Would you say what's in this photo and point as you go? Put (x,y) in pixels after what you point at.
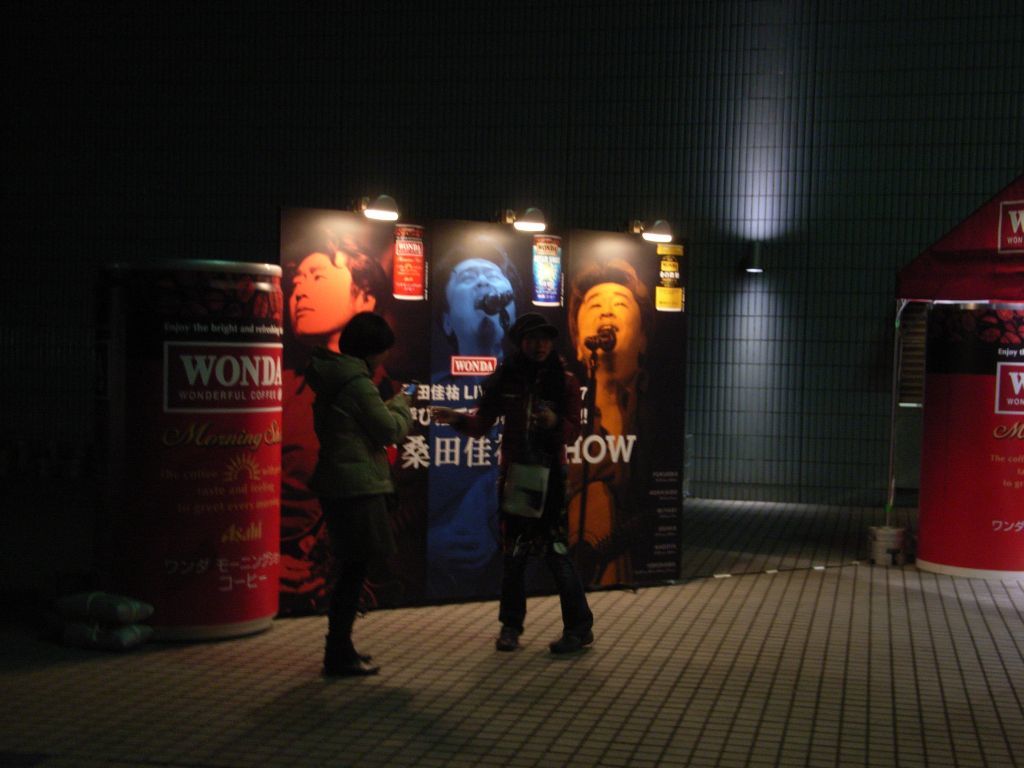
In this image, we can see two people (567,553) are standing on the floor (741,679). Background (569,477) we can see a banner (486,475), some objects (986,367), stall (970,386), wall (781,363), lights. In the banner (479,326), we can see few people (626,327) with microphones (597,346).
